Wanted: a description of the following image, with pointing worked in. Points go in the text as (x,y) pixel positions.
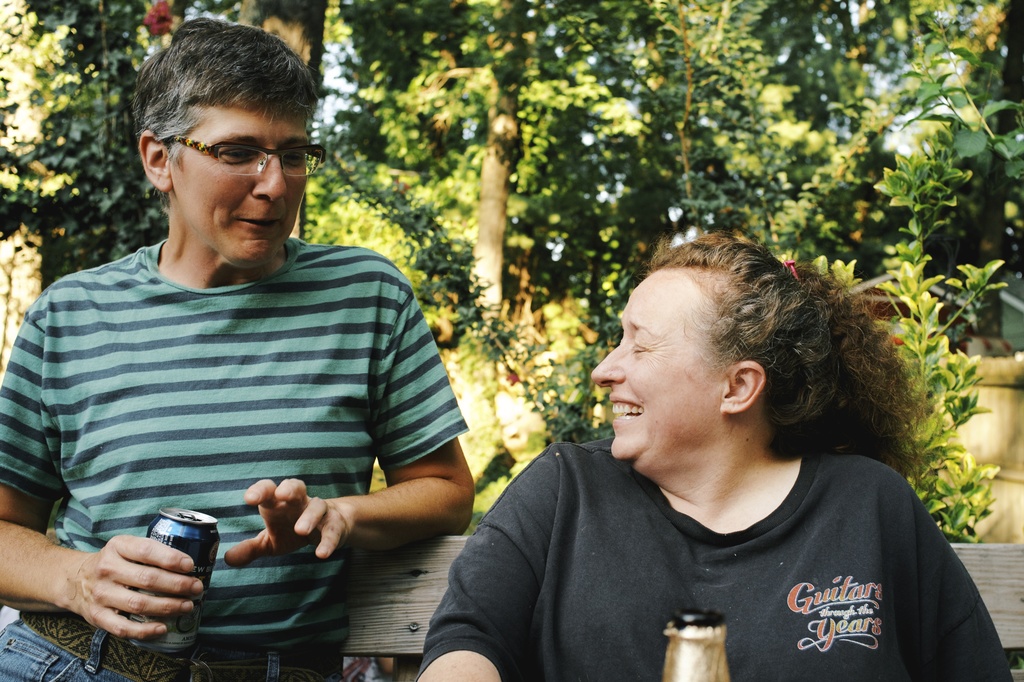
In this image there is a man (341,505) and a woman (649,573) sitting on a bench (385,590). The man (232,531) is holding a drink can (189,537) in his hand (192,604). Behind them there are trees (631,171). At the bottom (698,636) there is a bottle (687,654).
